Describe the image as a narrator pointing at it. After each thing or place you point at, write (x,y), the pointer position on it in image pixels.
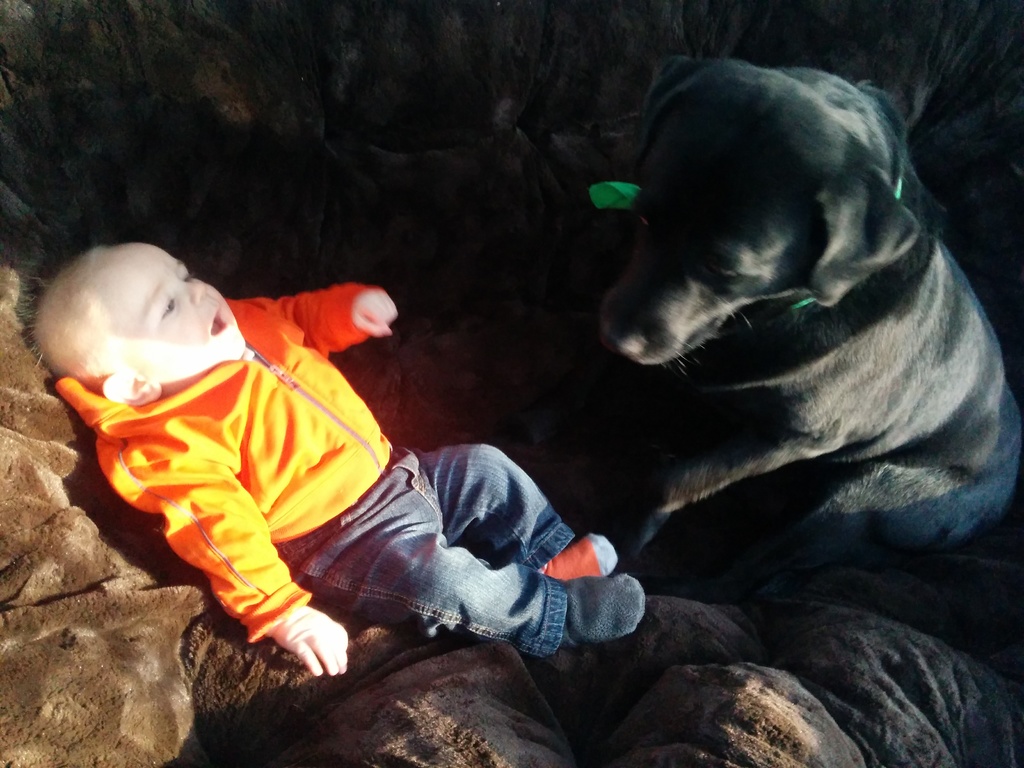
In this picture we can see a baby (294,496) wore jacket (286,462) lying on blanket (103,482) beside to him there is a black color dog (737,190) and this baby (341,428) wore socks (598,558) to his foot (588,565) and in background (461,127) it is dark.
